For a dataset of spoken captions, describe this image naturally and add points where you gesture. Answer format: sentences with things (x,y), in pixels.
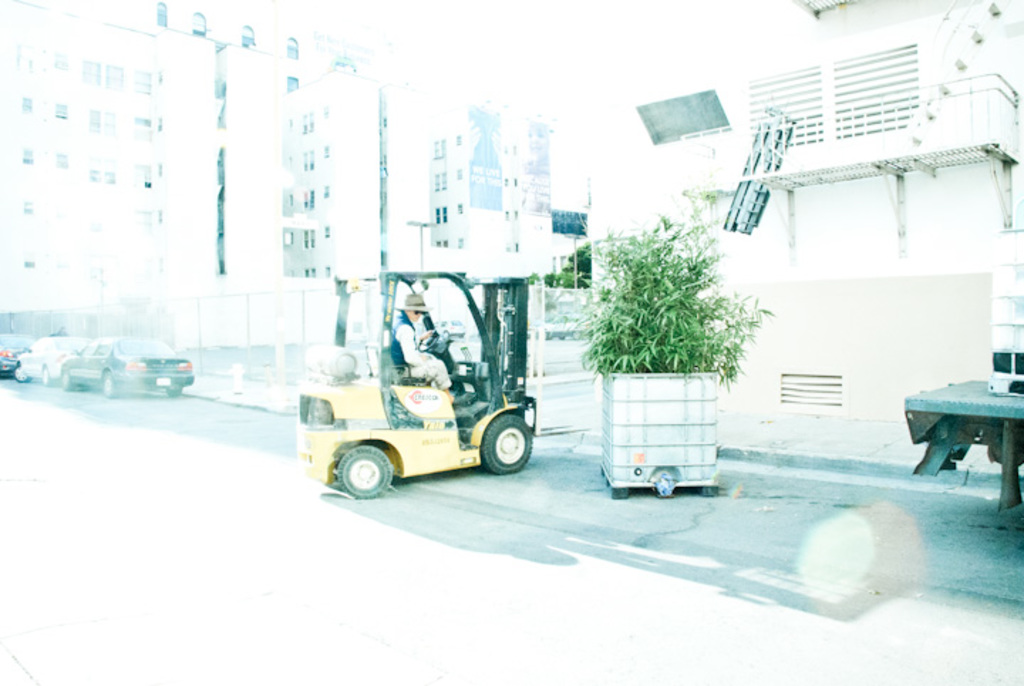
In this image there is a person (430,336) driving a four wheeler (439,401) and at the background of the image (402,154) there are buildings (38,187) and cars (59,341).
